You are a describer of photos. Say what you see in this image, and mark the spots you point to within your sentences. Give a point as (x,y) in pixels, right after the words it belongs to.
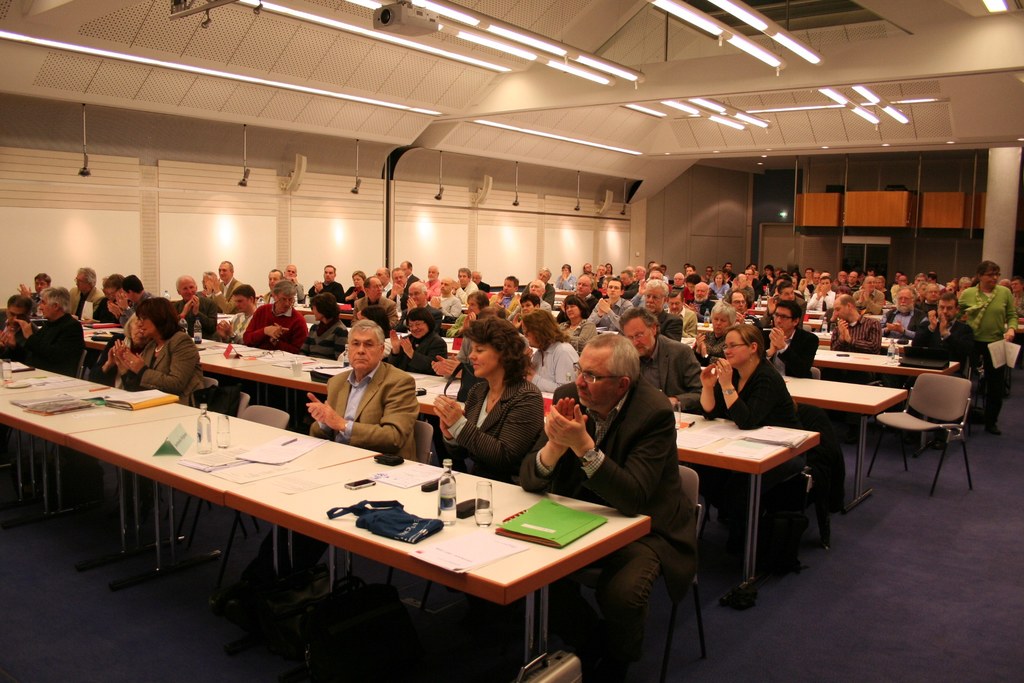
As we can see in the image, there are group of people (478,439) sitting over chairs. In Front of them there is table (67,415). On table (536,549) there are books (518,528), bottles (454,496), mobile phones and there is a wall (444,259) over here.
